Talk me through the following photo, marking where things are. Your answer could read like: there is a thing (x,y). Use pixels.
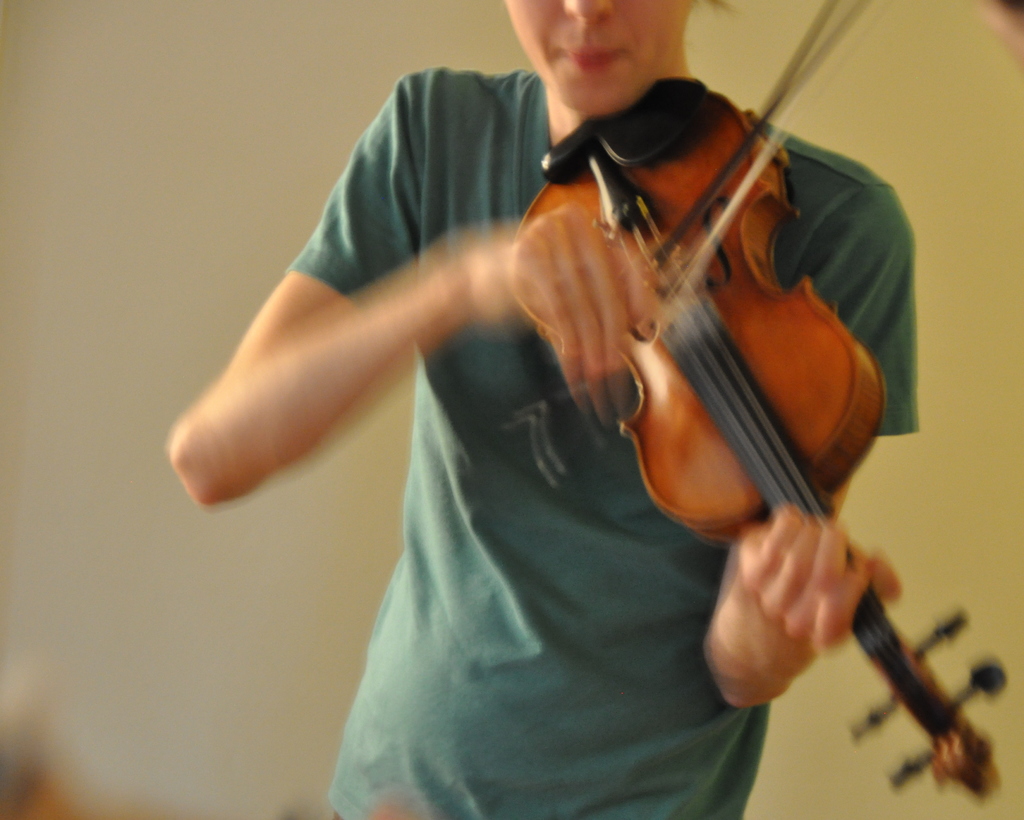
In this image I see a person (252,448) holding a musical instrument (622,185).
